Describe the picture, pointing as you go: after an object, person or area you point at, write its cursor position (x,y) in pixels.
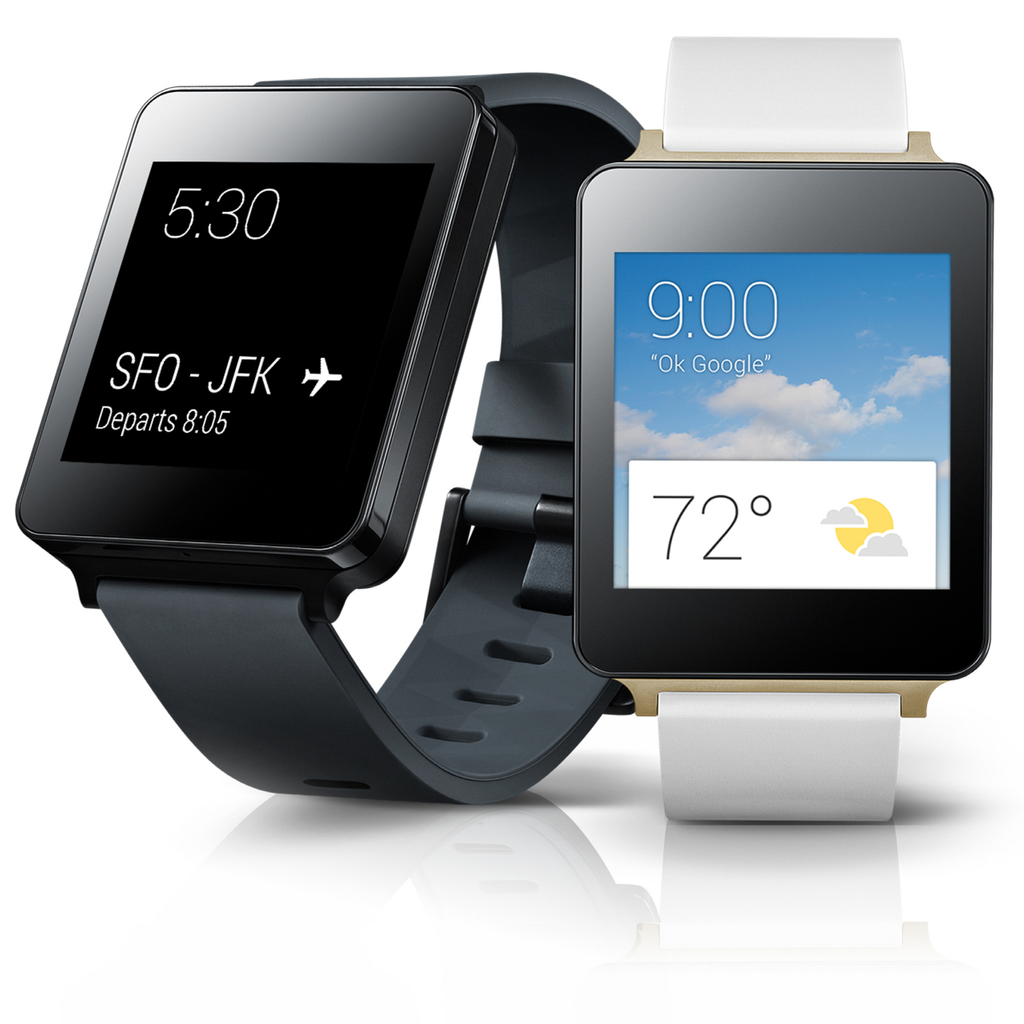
The picture consists of two digital watches (629,244). The picture has white surface (492,916).
